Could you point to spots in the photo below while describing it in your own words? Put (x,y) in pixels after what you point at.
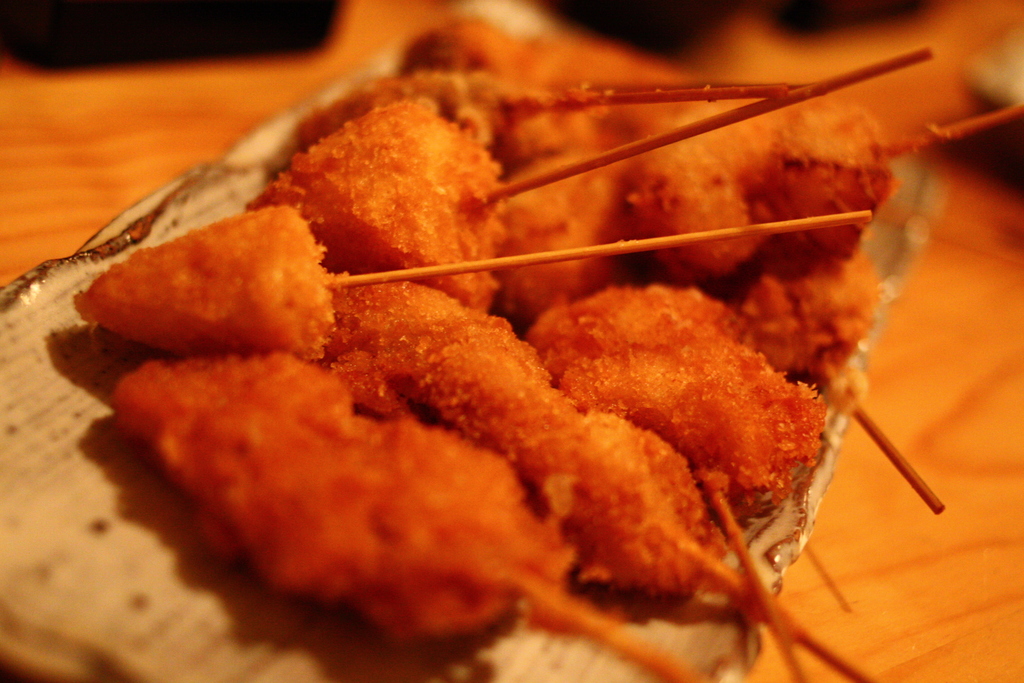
In this image we can see a red color food item (571,312), with sticks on a surface (842,479).
